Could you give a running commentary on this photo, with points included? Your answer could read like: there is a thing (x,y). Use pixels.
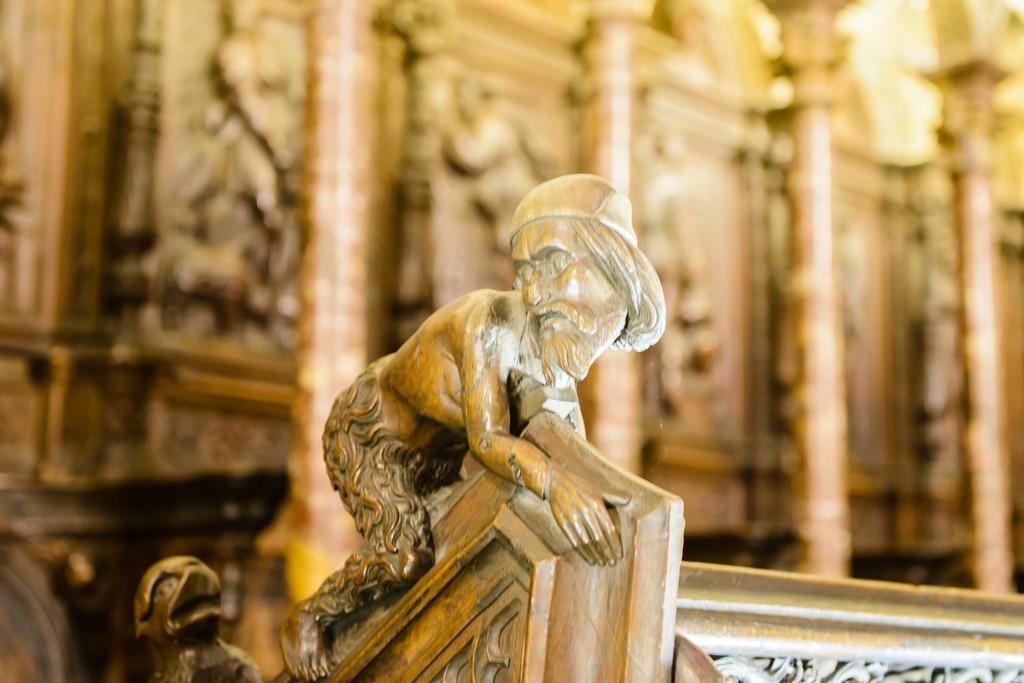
In this image, we can see a wooden carved sculpture (595,296), in the background (186,32), we can see some wooden carved designs (534,168).
